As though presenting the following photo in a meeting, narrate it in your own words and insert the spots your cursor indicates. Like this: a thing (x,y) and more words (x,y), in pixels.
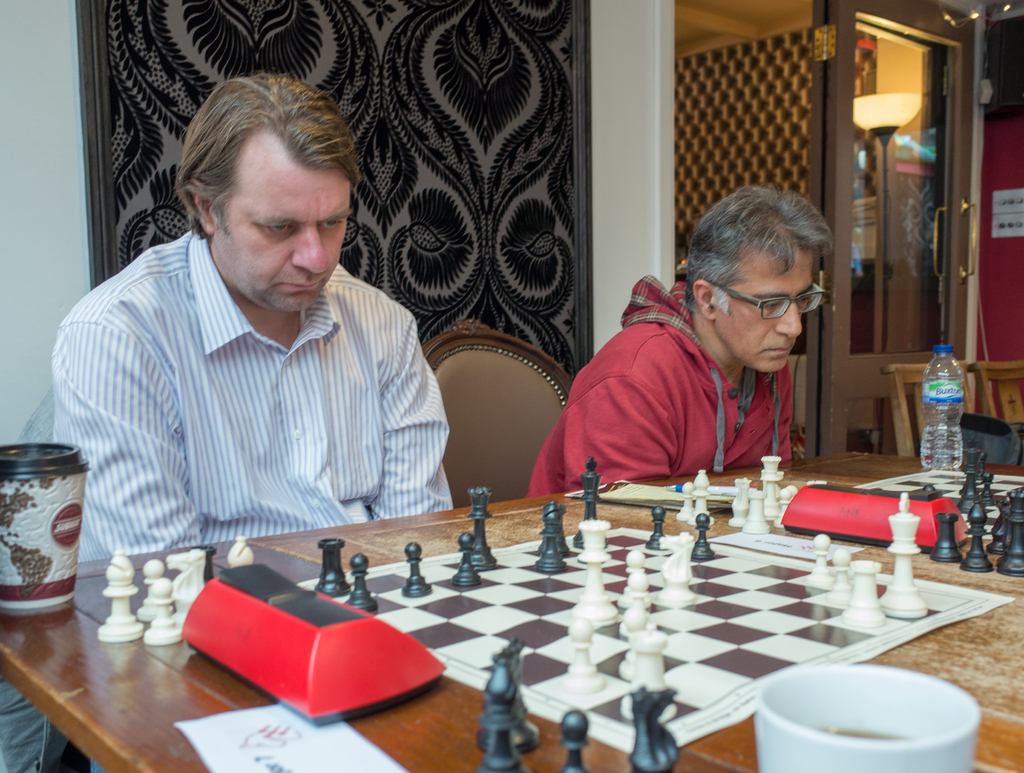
This is a picture taken in a room (672,423). In the picture there is a chess competition. In the foreground of the picture (748,602) there is a table (243,686), on the table (681,622) there are chess boards (682,603), clocks (359,632), water bottle (943,404), cup (853,708). In the background (605,438) there are two men (603,357) seated in chairs (478,384). In the top right (890,149) there is a door (874,290) at the top left (110,43) there is wall (385,50).
